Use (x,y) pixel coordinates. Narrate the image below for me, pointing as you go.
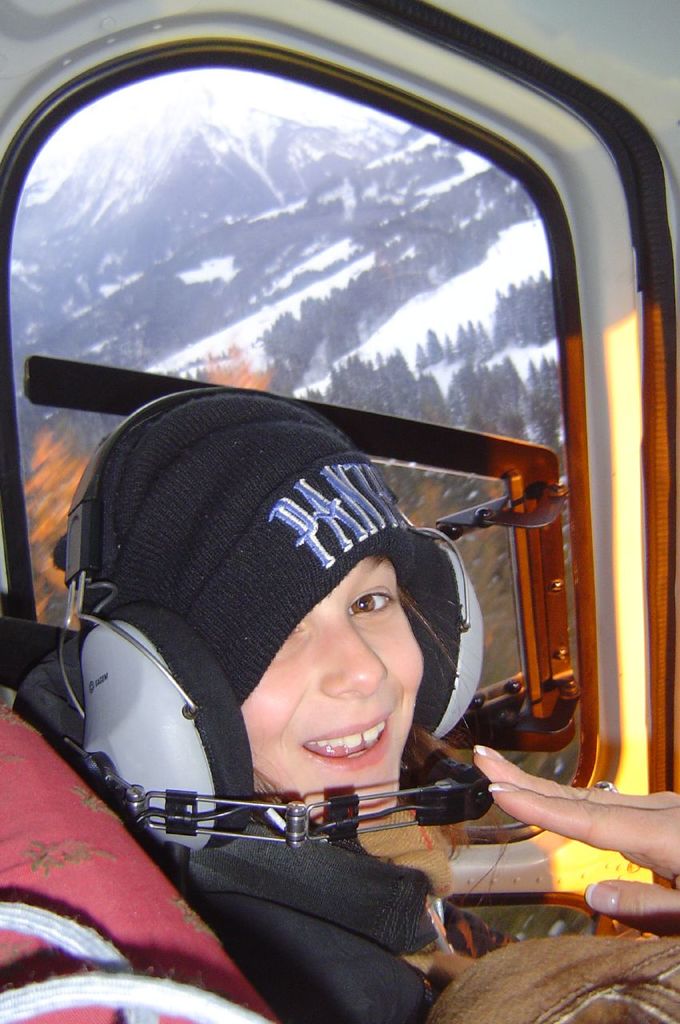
In this image we can see a person (343,775), there is a window (465,145), also we can see the mountains (388,340).
